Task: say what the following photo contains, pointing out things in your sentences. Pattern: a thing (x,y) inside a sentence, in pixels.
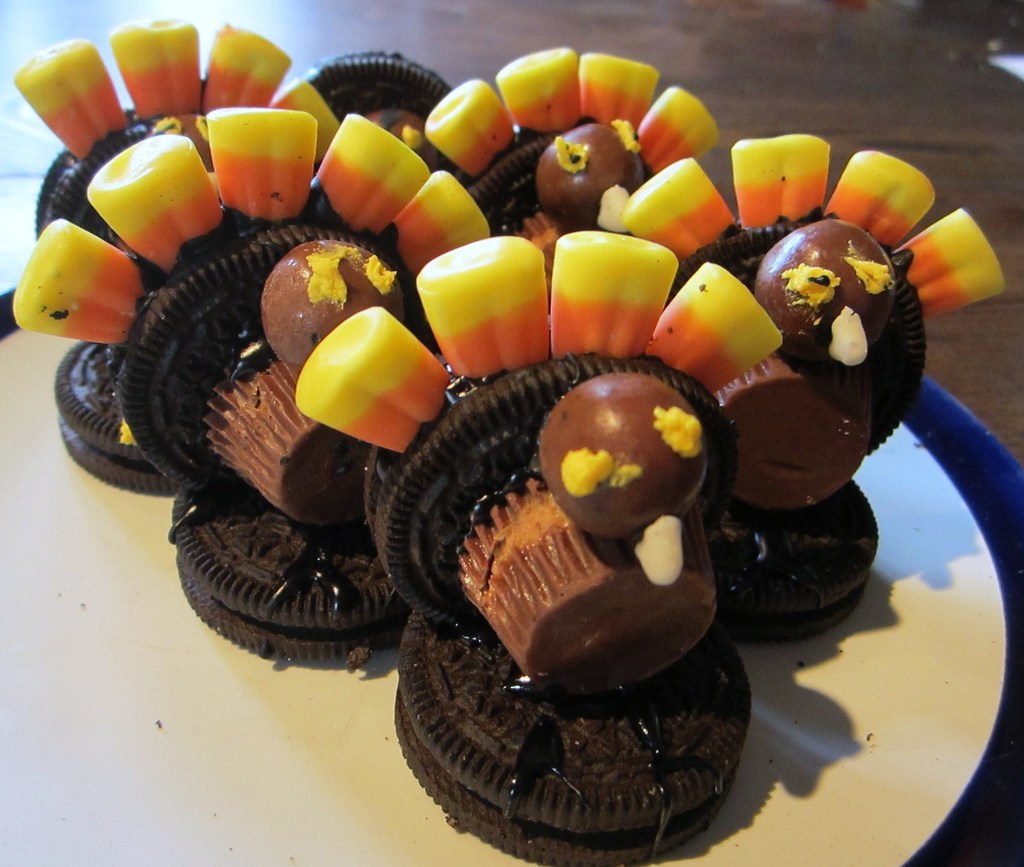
In this image we can see biscuits (710,459) on the table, there are the peanut butter cups (780,469), chocolate balls (583,420).
